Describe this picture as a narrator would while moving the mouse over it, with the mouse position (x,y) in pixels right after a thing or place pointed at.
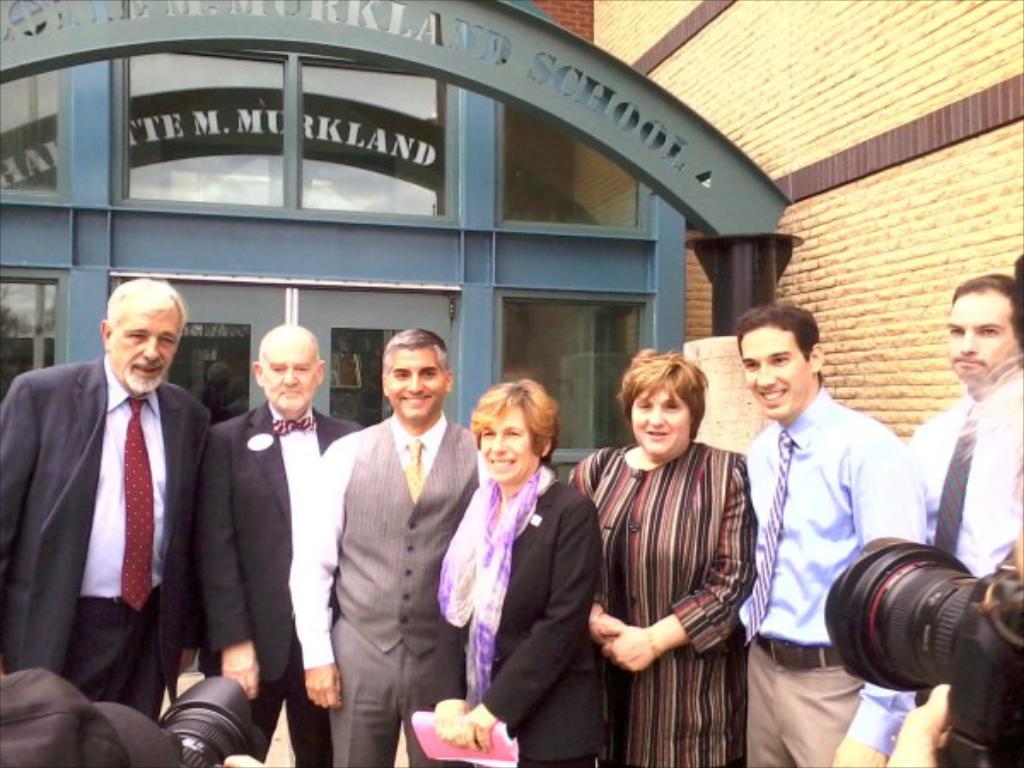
In this image we can see people (432,576) standing. At the bottom (187,710) there are cameras (235,741). In the background (599,75) there is an arch (531,49) and we can see buildings (473,265).
